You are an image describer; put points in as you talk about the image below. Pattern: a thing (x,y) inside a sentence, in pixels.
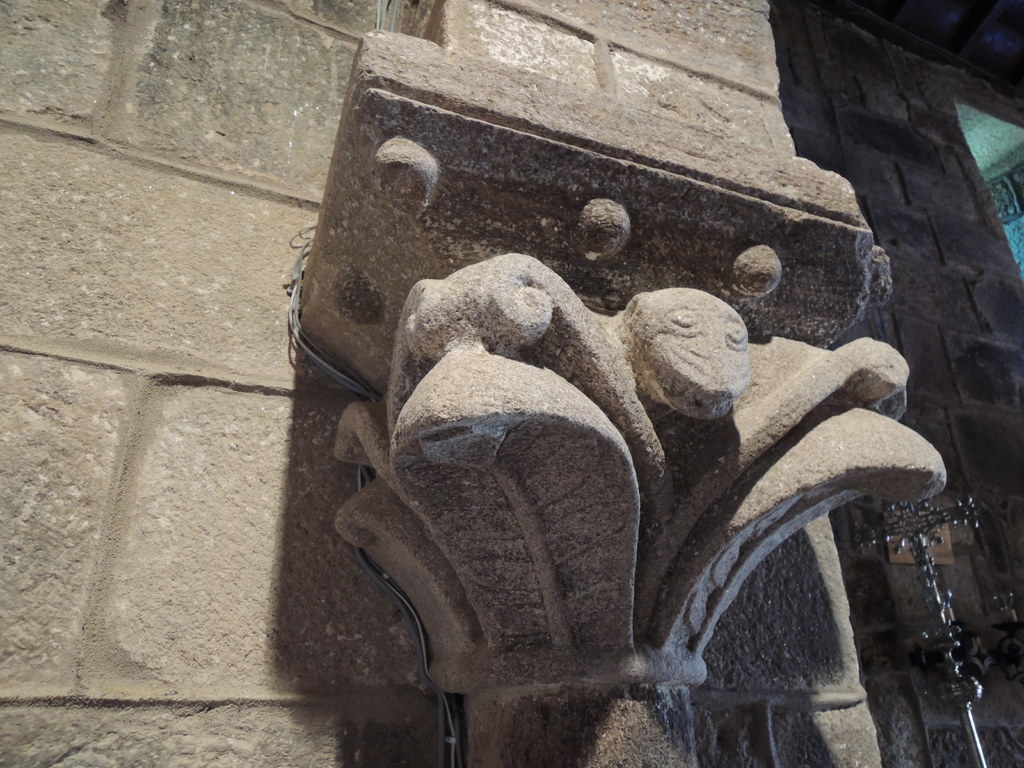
In this image there is a pillar (594,371) and in the background (986,590) there is wall (936,504), on the right side (925,523) there is some object (936,517).
